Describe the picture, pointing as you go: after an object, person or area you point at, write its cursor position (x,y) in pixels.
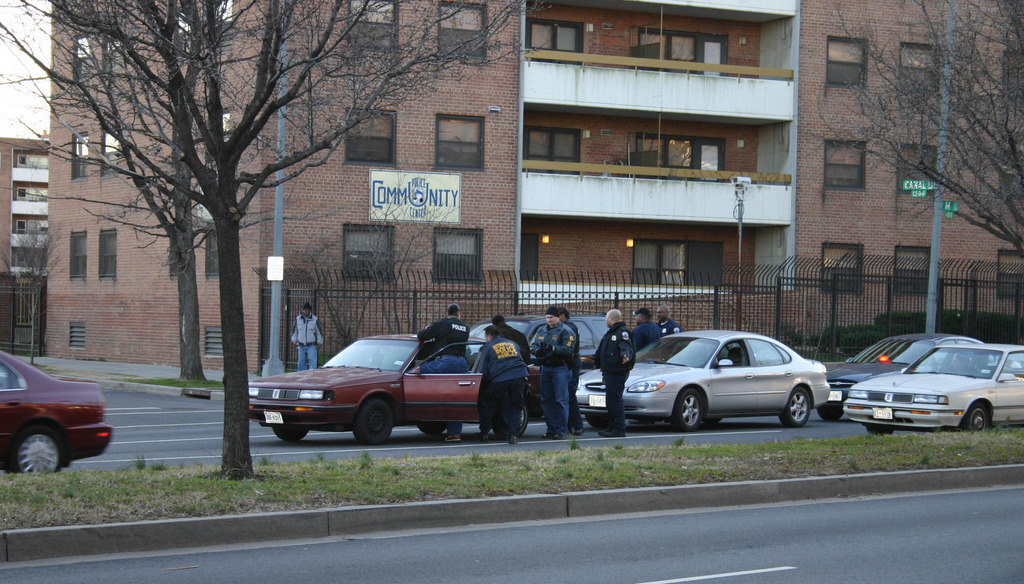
This is an outside view. In the middle of the image (419,383) there are many cars (589,411) on the road (618,550) and also I can see few people (614,395) are standing on the road (763,560). On the right (981,154) and left side of the image (188,138) there are trees (203,169). In the background (439,184) there are buildings (465,214). Beside the road (762,420) there is a railing (796,295).
